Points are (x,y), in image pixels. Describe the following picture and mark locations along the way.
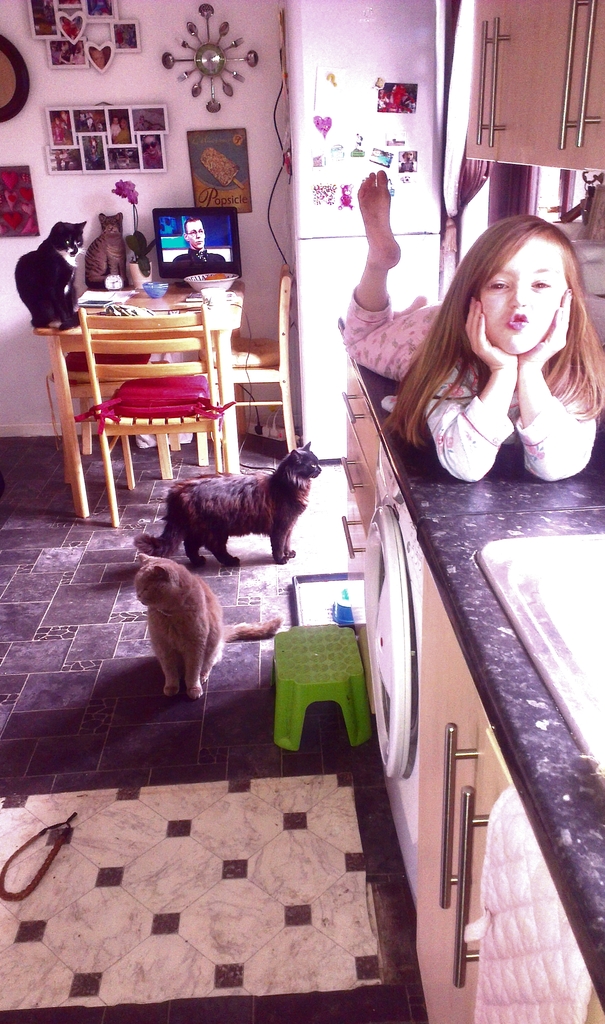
This picture is clicked inside the room (314,744). In room (136,629), we see four cats (32,291) and a girl (415,315) in white dress (412,336) is lying on a countertop (460,507). Beside her, on the bottom of the counter top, we find stool (315,677) which is green in color and left corner of the picture (135,298), we see a dining table (153,313) on which bowl (153,298) and papers (125,296) are placed and even television (193,251) is placed on the table (177,291). Behind that, we see a wall (169,103) and many photo frames (146,136) are placed on it. On the right top of the picture (408,69), we see refrigerator (304,146).
